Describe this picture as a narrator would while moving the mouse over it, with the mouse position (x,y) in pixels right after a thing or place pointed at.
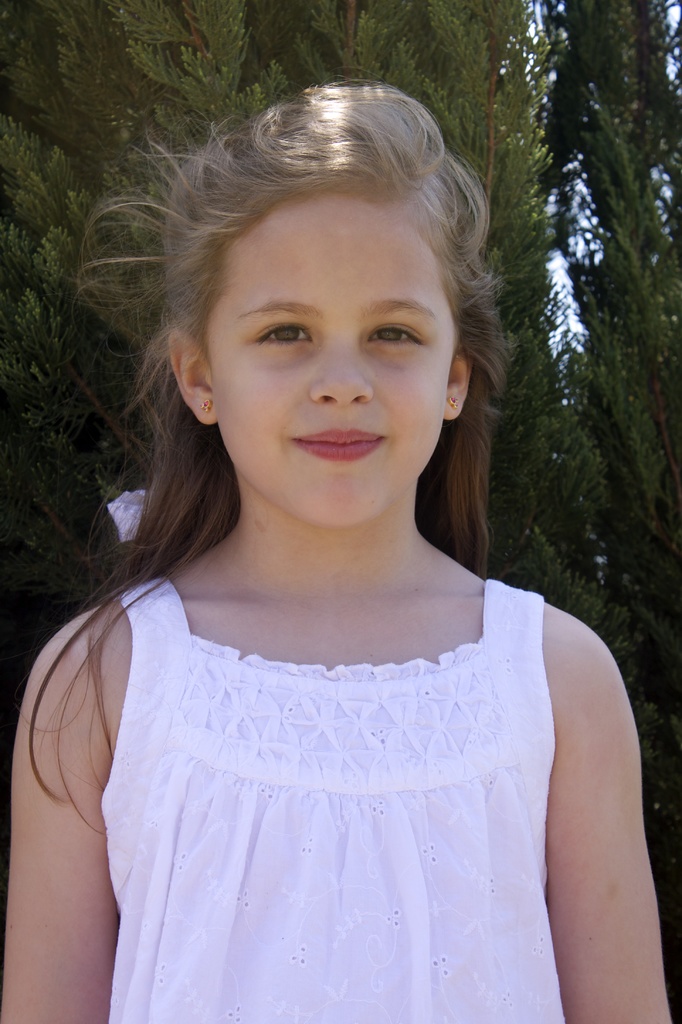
In this image I can see a girl (320,603) who is wearing white dress (396,822) is standing and in the background (466,10) I can see few trees (507,450) which are green in color and the sky (676,67).
